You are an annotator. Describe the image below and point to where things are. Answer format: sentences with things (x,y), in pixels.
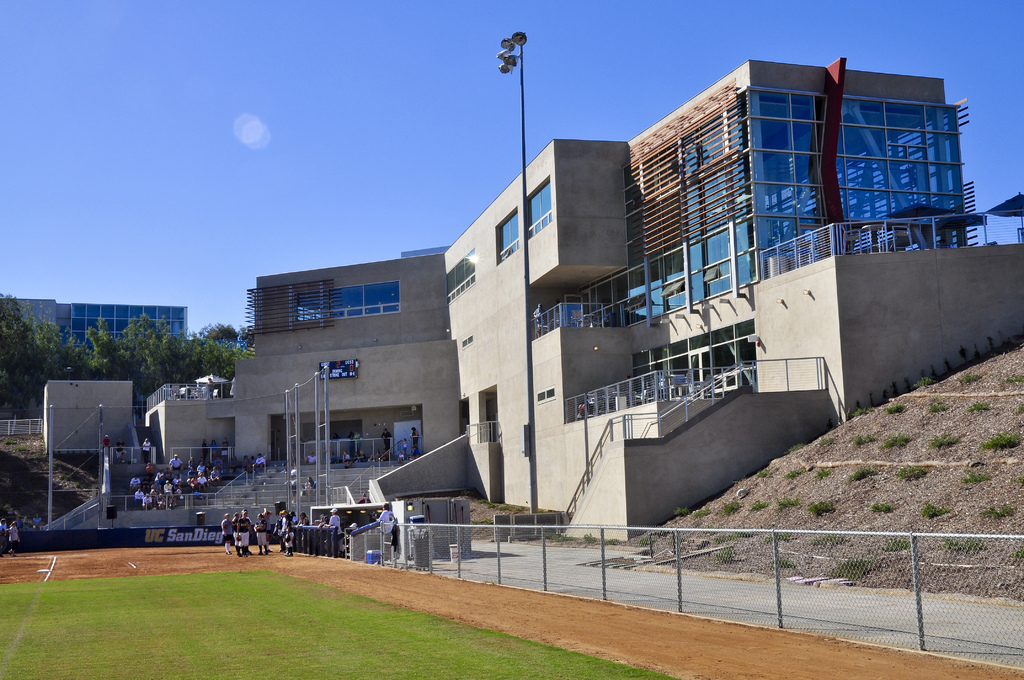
At the bottom (315,613) I can see grass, fence (374,536) and a group of people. In the background (432,409) I can see a building (463,391), pole (101,404) and a crowd (156,476). On the top (201,216) I can see trees (108,353) and the sky (198,127). This image is taken during a day on the ground (170,562).
